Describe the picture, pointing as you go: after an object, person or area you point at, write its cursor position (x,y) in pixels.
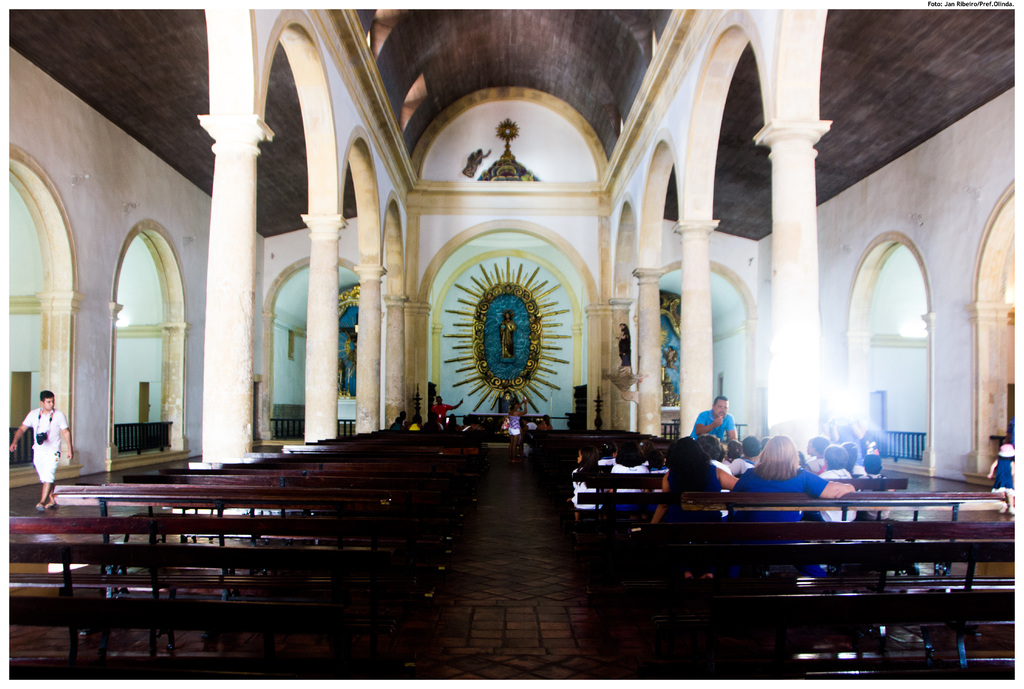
This is an inside view of a building (352,230) and here we can see people (771,487) and some are sitting on the benches (848,548) and there is a person (50,432) wearing a camera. In the background (376,239), there are pillars (313,293) and we can see railings (133,427), statues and some decor items (554,284). At the top (397,65), there is a roof (477,70) and at the bottom (483,623), there is a floor (439,604).
